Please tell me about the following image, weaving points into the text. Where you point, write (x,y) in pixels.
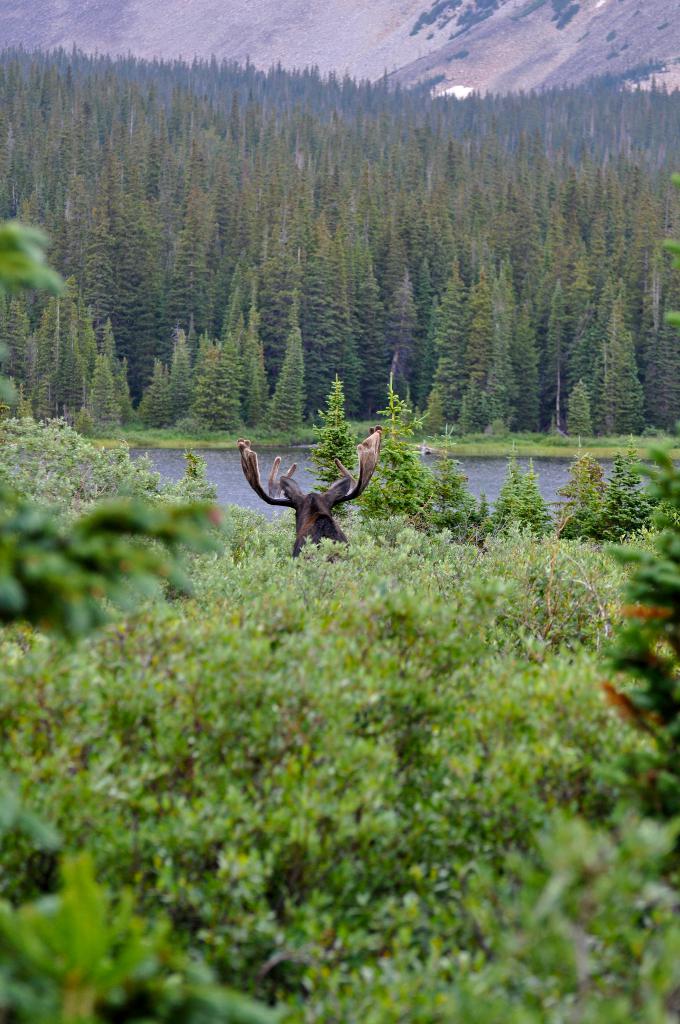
This is an outside view. At the bottom (322,718) there are many plants (279,791). In the middle of the image (322,523) there is an animal (310,523). In the background (562,493) there is a lake (548,475) and many trees (367,305). At the top of the image (411,28) there is a hill (382,30).
